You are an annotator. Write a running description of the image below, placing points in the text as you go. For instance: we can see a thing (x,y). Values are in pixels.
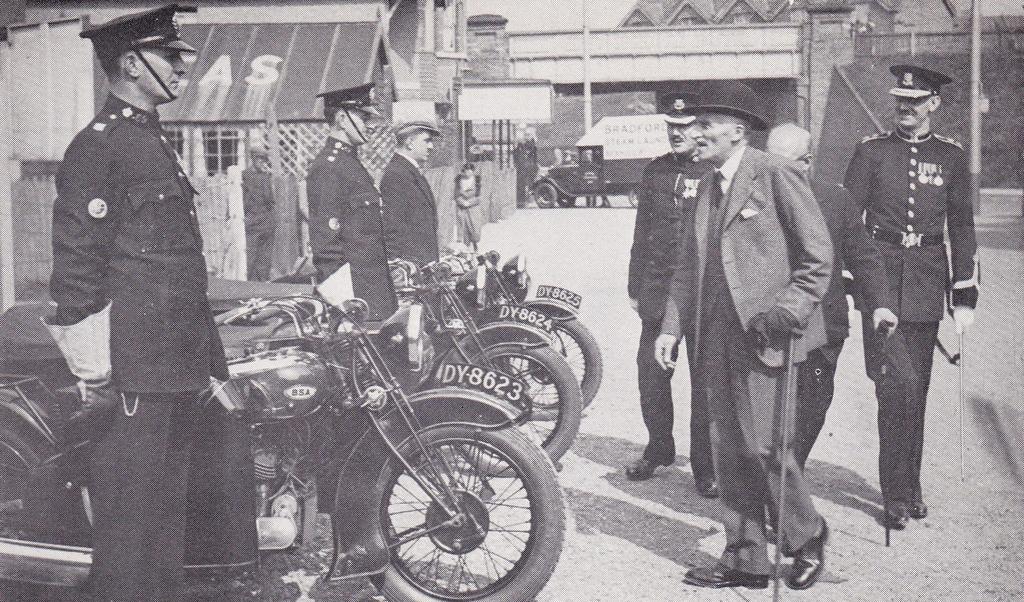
As we can see in the image there are few people (905,125) here and there, motorcycles (485,387), houses (739,6) and in the background (621,165) there is a truck (625,172).
